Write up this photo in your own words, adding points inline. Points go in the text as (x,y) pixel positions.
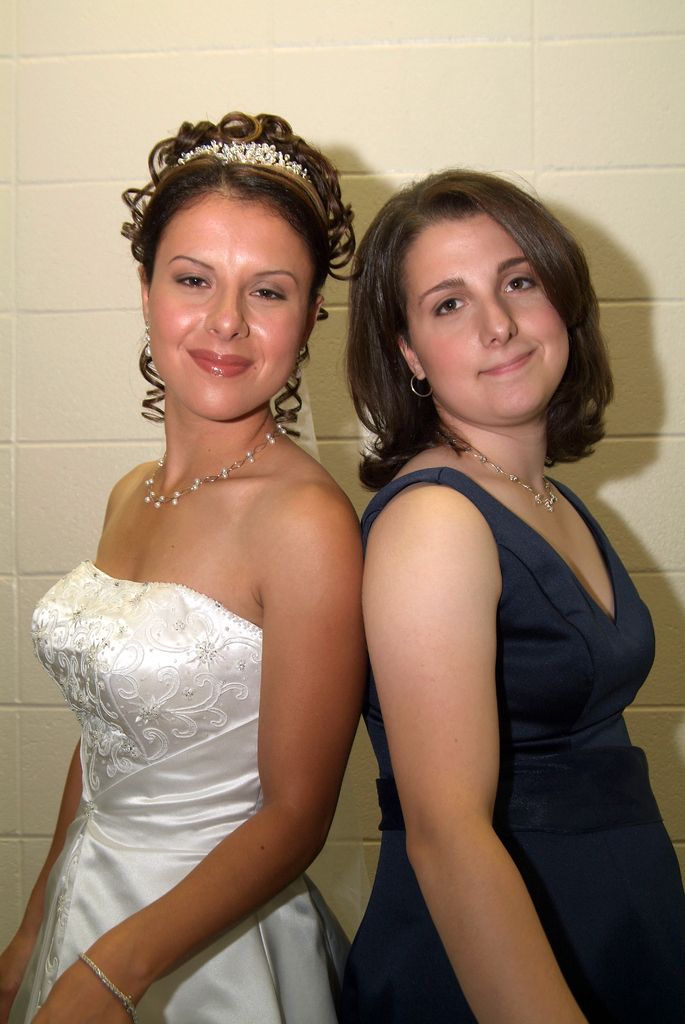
In this image we can see two women (407,749) standing. On the backside (389,194) we can see the wall (456,156).
